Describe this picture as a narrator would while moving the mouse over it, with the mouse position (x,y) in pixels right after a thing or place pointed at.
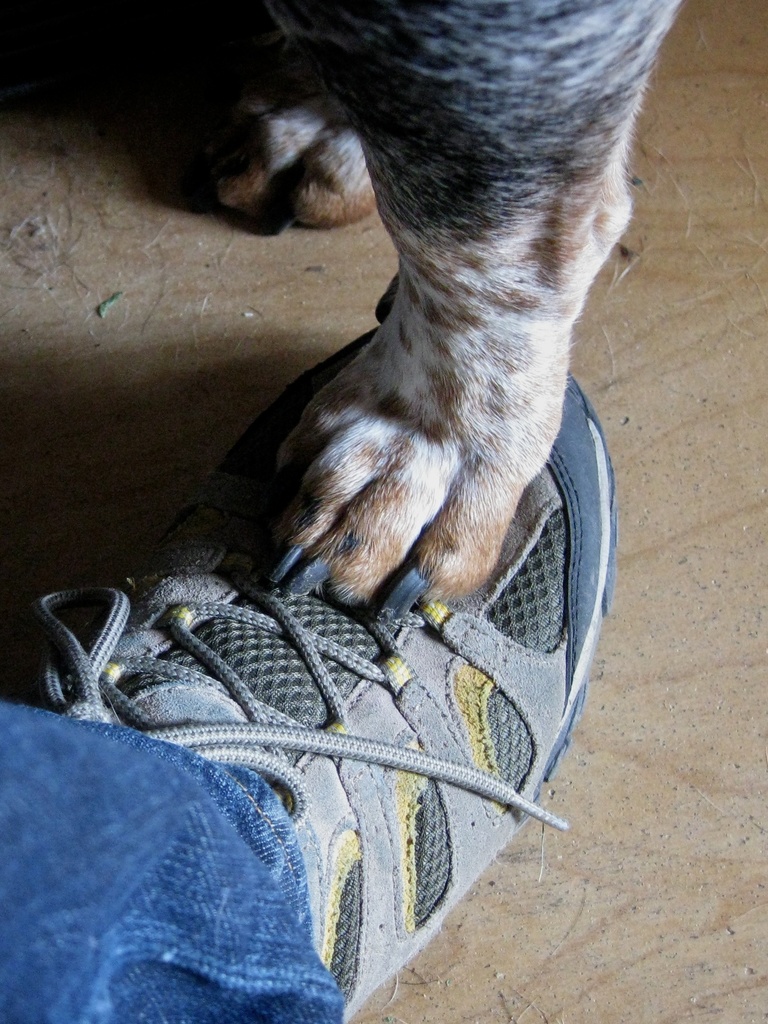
In this image I can see a shoe (209,631) and on it I can see leg (404,360) of an animal (404,347). On the bottom left corner of this image (108,774) I can see blue colour jeans (213,768).
